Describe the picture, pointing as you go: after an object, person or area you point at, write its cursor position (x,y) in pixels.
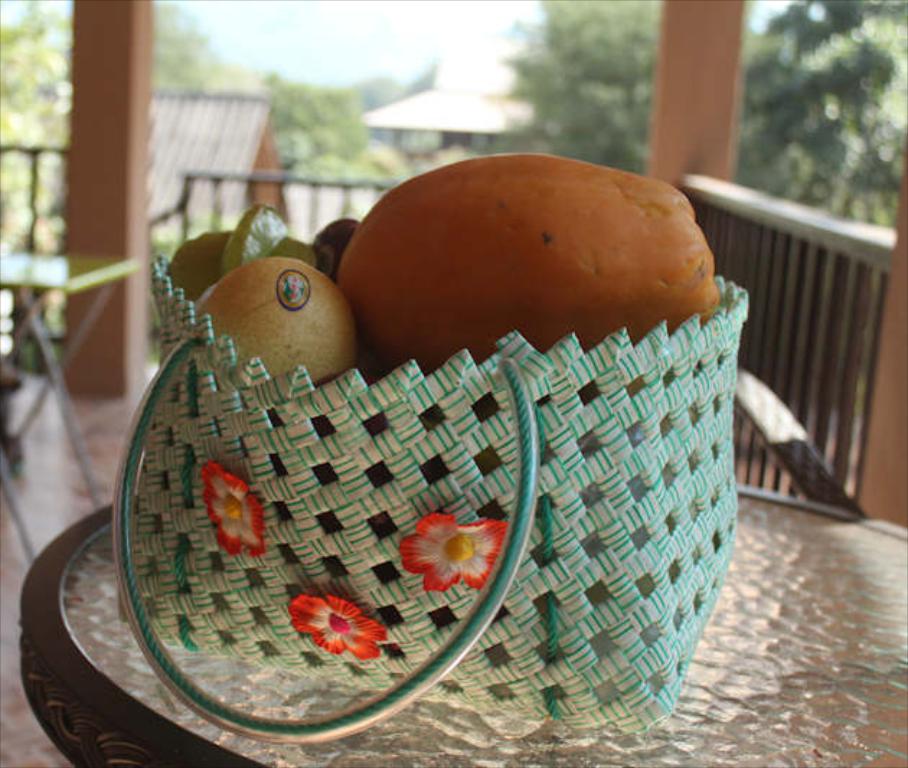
In this image in the center (507,506) there is a basket (491,506) and in the basket (553,507) there are fruits (413,274). In the background (266,126) there are trees (346,106), there are houses (418,129) and there is a railing (813,271) and there are pillars (685,73). On the left side (37,321) there is a table (37,311).
